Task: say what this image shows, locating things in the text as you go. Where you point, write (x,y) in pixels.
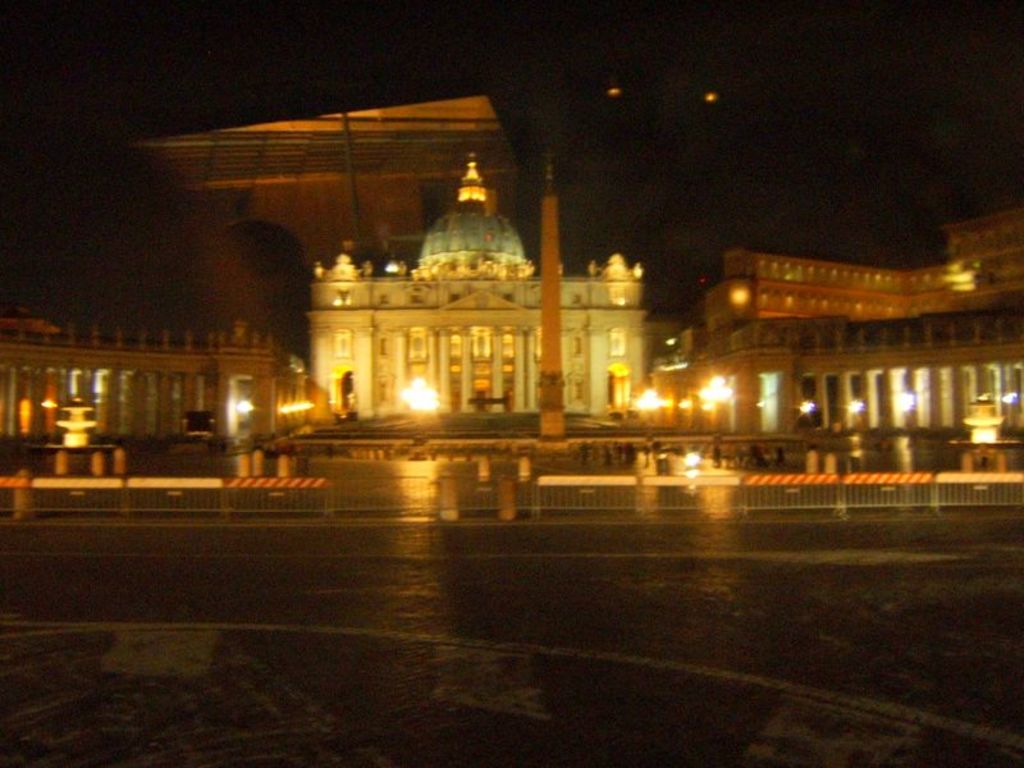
In this image I see the buildings (508,291), lights (416,396) and I see the road (646,568) and I see a monument (545,275) over here and it is dark in the background (737,76).
